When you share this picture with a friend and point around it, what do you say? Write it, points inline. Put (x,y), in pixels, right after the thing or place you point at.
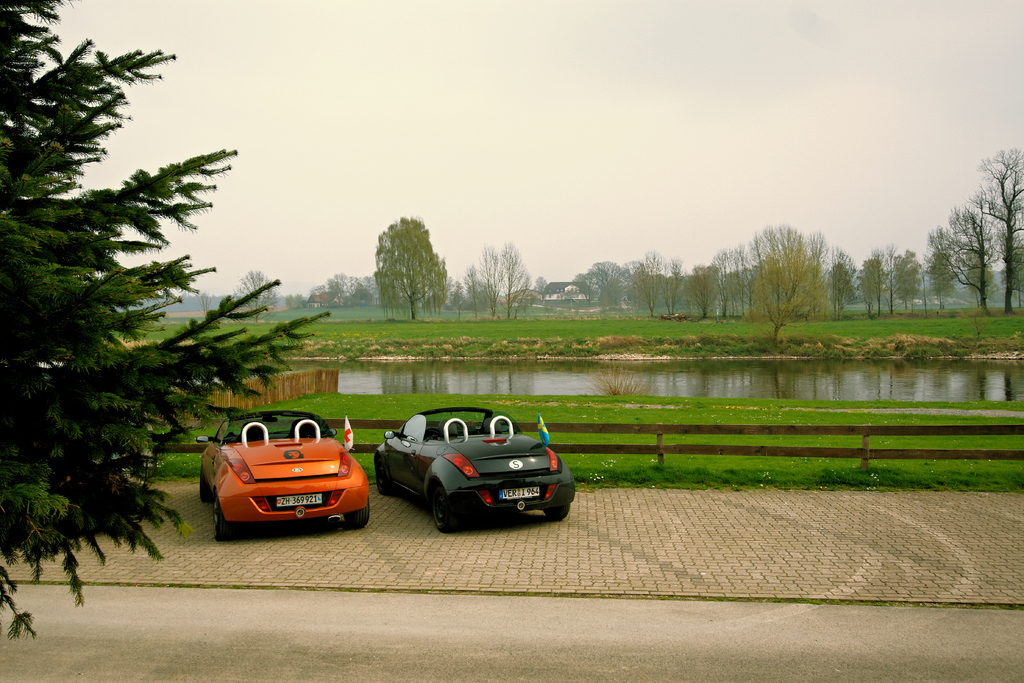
This picture might be taken from outside of the city. In this image, on the left side (110,343), we can see a tree (123,432). In the middle of the image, we can see two cars (316,490) which are placed on the footpath (524,576). In the background (424,386), we can see a water (436,389) in a lake (450,383), trees (978,293), plants (681,352), houses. At the top (802,92), we can see a sky (810,125), at the bottom (881,628), we can see a grass (615,478), footpath (782,552) and a road (368,661).
